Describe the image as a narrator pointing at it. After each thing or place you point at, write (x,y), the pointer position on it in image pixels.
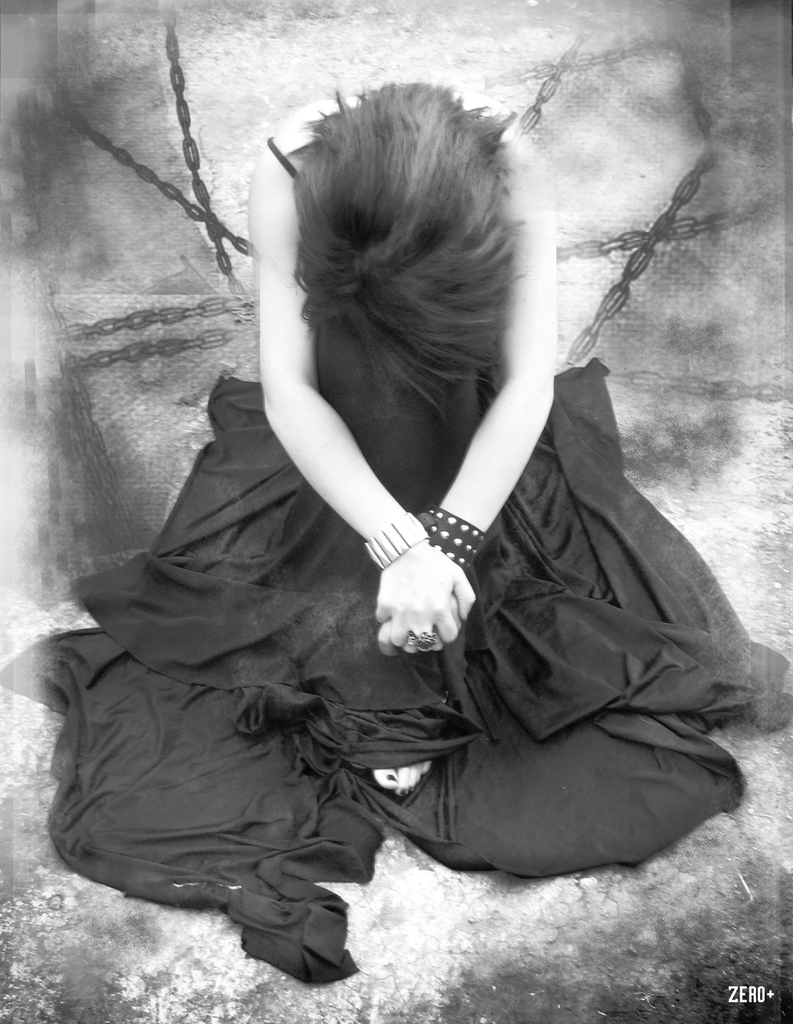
Here in this picture we can see a woman (363,371) in black colored dress (354,378) sitting on the ground (221,122) and we can see chains (219,299) present behind her.
